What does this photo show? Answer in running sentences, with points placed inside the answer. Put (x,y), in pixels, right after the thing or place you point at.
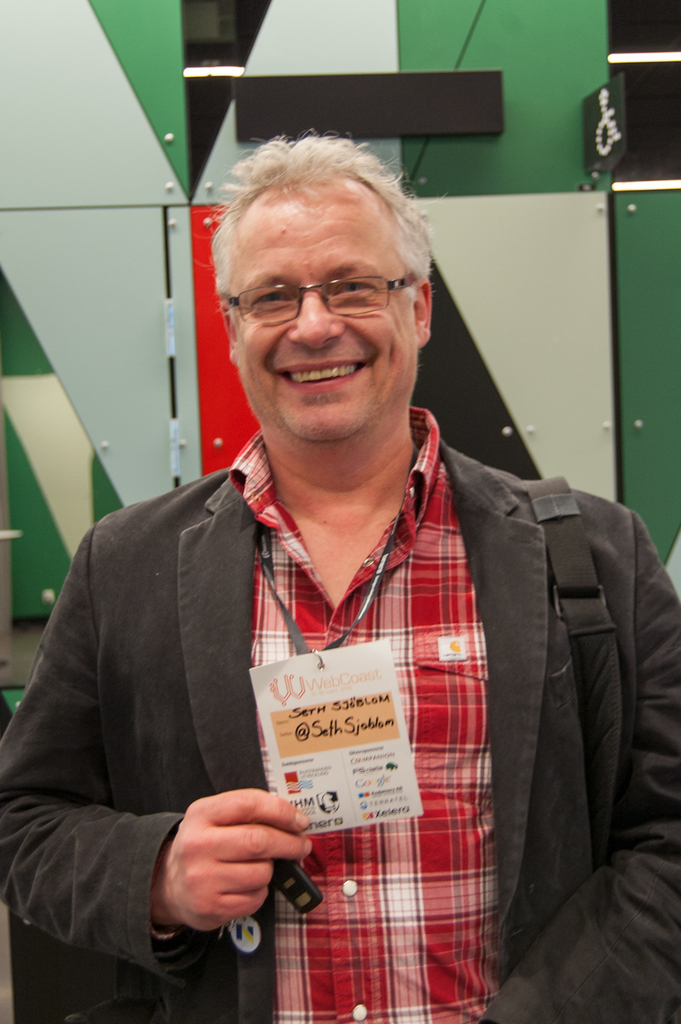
In this picture we can see a man (172,768) wore spectacle (301,291) and holding a card (307,663) with his hand (272,844) and smiling and in the background (238,45) we can see wall (478,237).
